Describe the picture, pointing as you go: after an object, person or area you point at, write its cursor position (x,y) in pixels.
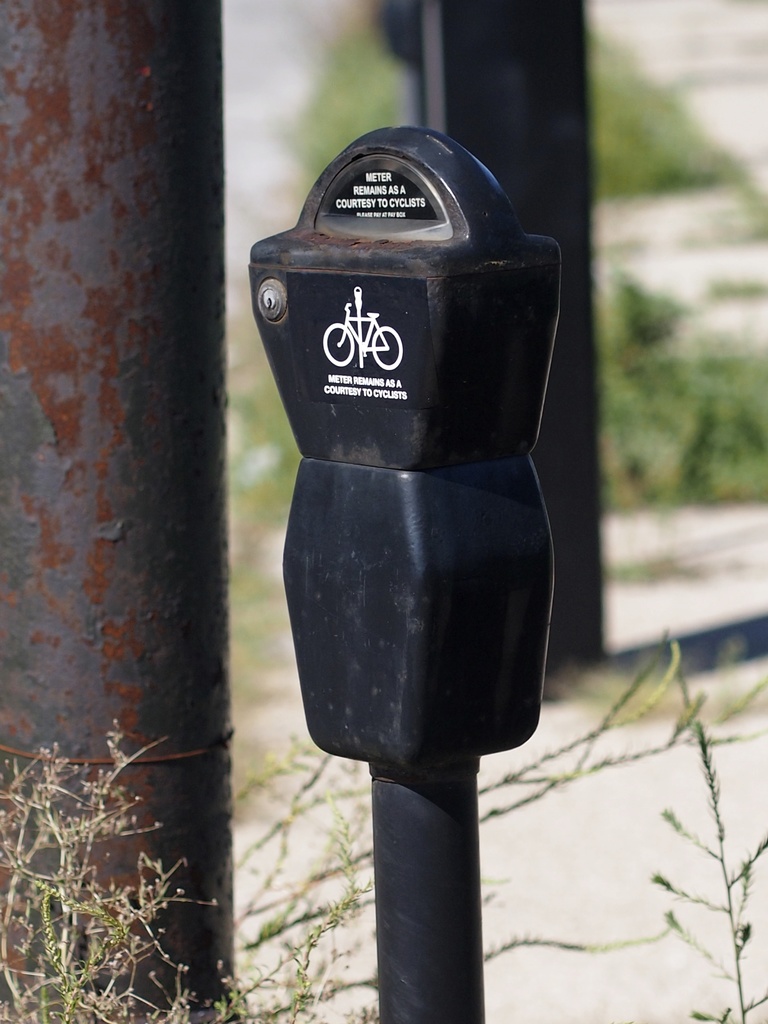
In this picture we can see a pole (421,850) with a black meter (388,471). Behind the black meter (407,420) there is another pole (523,160) and blurred background (753,583).
